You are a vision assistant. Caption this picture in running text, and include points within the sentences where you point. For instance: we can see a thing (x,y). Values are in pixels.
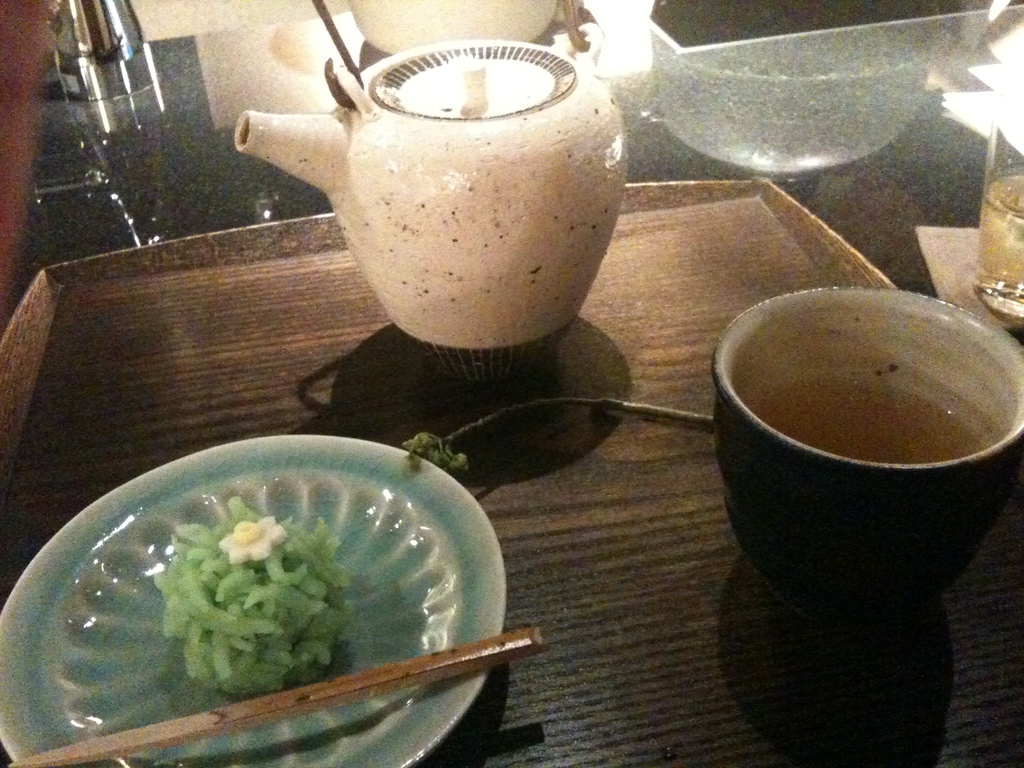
This looks like a wooden tray (610,470) with a plate (373,656), cup (758,460) and a kettle (511,246). I think this is a table (190,94) with few objects (901,117) on it. This plate (388,612) contains food (276,620). I think this is a chopstick (215,717).
